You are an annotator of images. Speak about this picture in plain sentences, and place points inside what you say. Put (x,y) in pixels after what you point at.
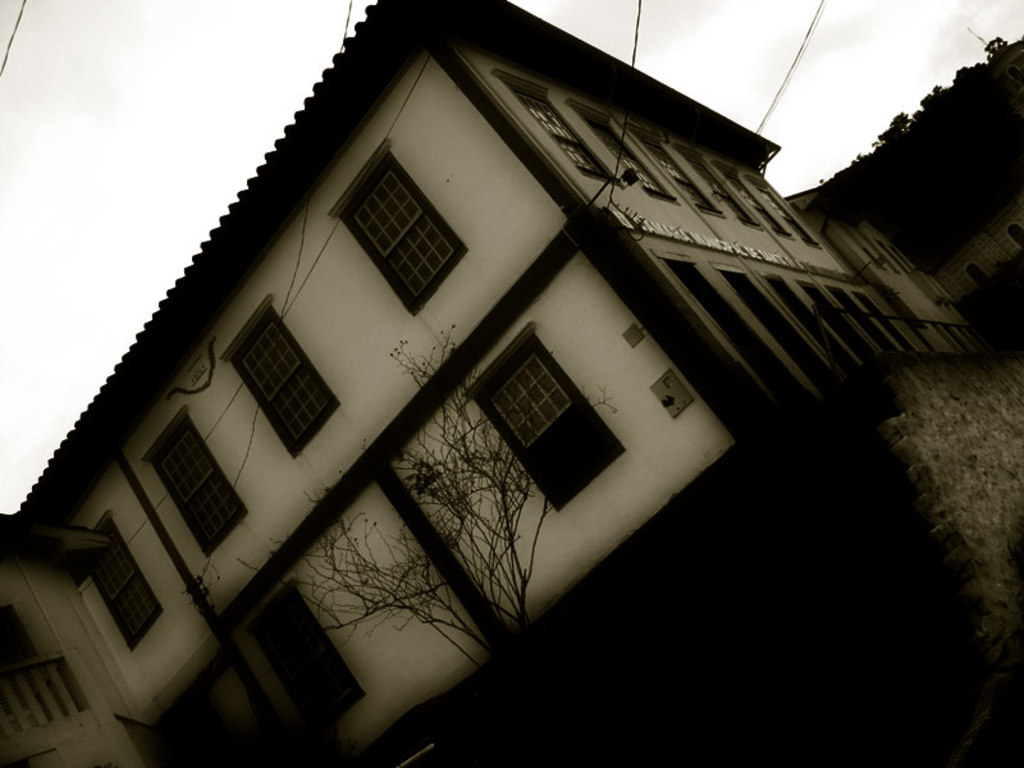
In this picture we can see the sky (65,149), building (452,334), transmission wires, windows (426,259) and tree (467,456). Right side (995,157) portion of the picture is completely dark.
